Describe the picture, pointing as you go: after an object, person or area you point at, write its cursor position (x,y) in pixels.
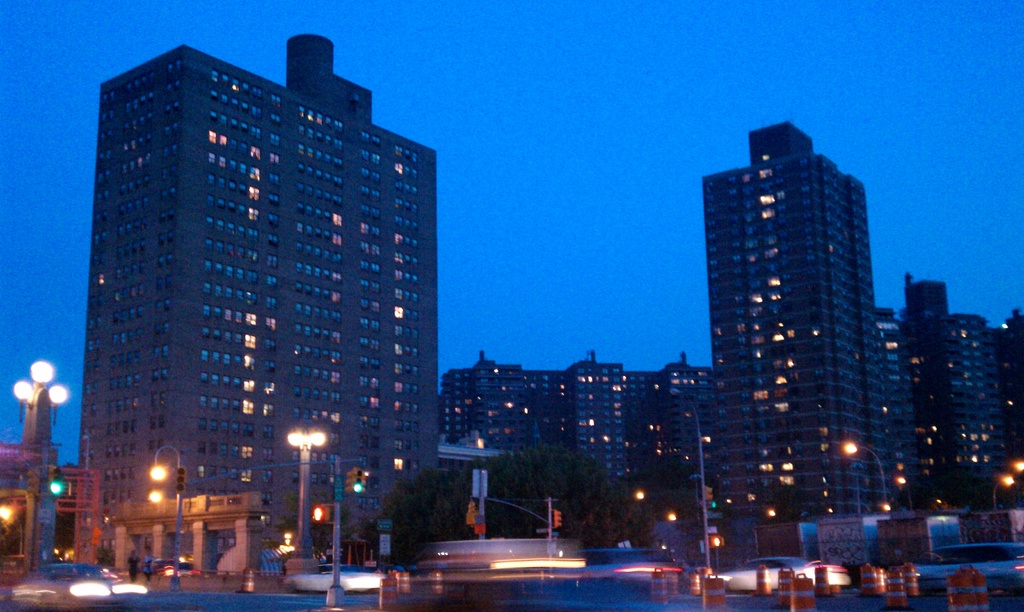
In this picture I can see vehicles (808,564) on the road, there are group of people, there are lights (363,481), poles (304,500), boards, barriers (972,579), there are trees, there are buildings (913,435), and in the background (580,142) there is the sky (449,129).
